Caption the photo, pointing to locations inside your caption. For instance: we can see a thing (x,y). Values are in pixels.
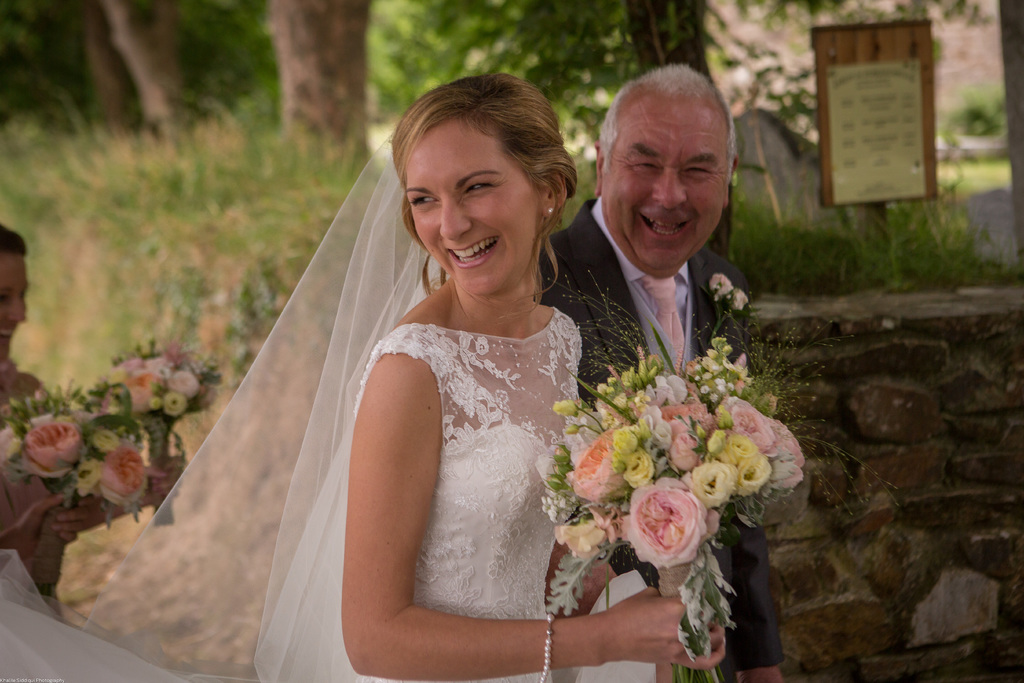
In this picture I can see a man (682,195) and a woman (474,448) are smiling. The woman (464,475) is wearing white color dress (491,493) and holding flowers (664,493) in the hand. On the right side (907,551) I can see a wall (913,538), grass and a board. On the left side (33,511) I can see a woman (22,552) is holding flower bouquet (89,475) in the hands (22,528).
